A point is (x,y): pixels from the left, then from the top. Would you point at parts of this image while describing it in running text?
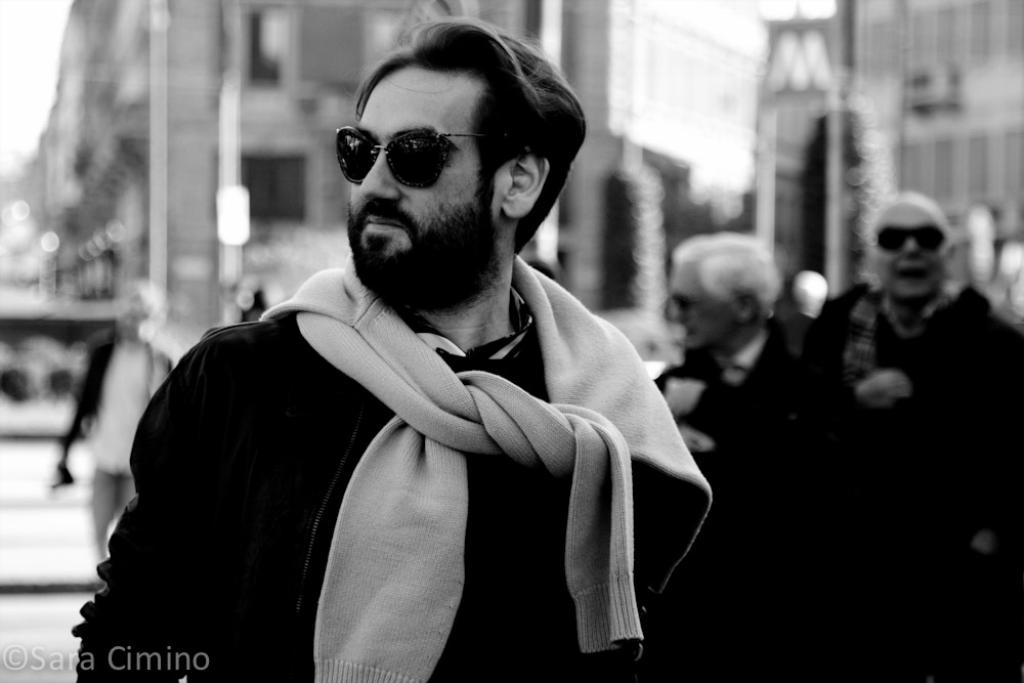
This is a black and white image where we can see a person (471,573) wearing a jacket (274,438) and glasses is standing here and looking to the side. The background of the image (936,384) is slightly blurred, where we can see a few more people (666,390) walking on the road (57,425) and we can see the buildings (735,187). Here I can see the watermark (78,654) on the bottom left side of the image (88,659).
